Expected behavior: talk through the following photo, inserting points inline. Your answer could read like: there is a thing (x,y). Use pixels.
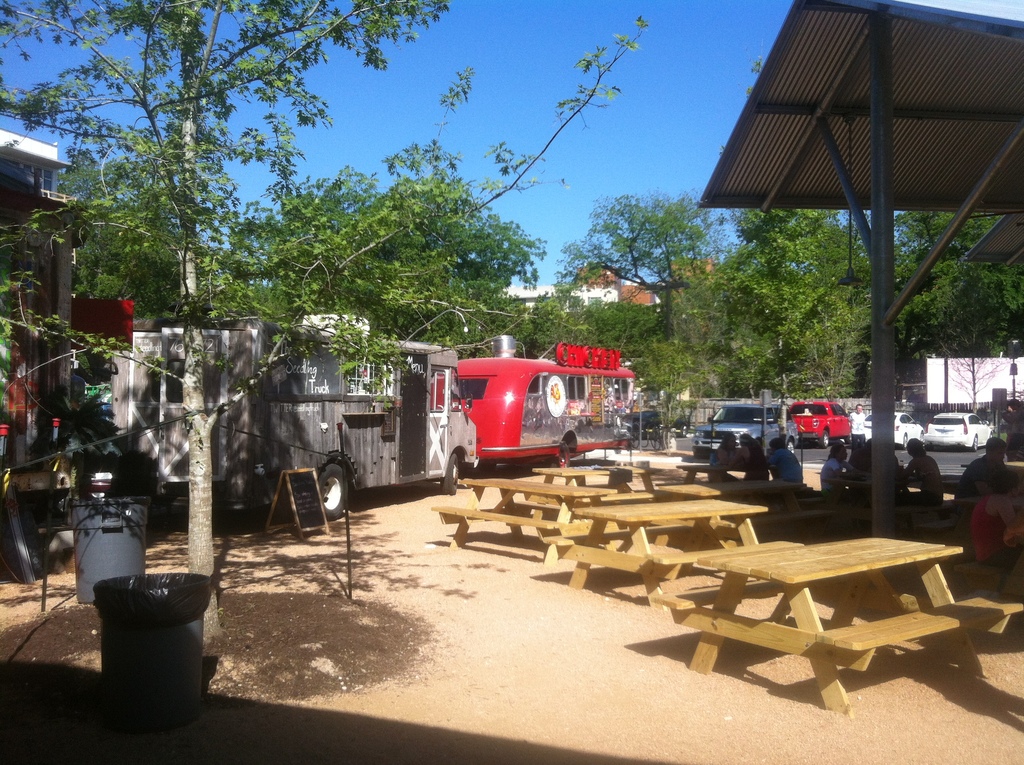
In this image we can see a few people (979,480) are sitting on the bench (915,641). There is a table (790,567). At the back side (728,384) there are vehicles (834,413), trees (808,356) and a bin (154,636).
